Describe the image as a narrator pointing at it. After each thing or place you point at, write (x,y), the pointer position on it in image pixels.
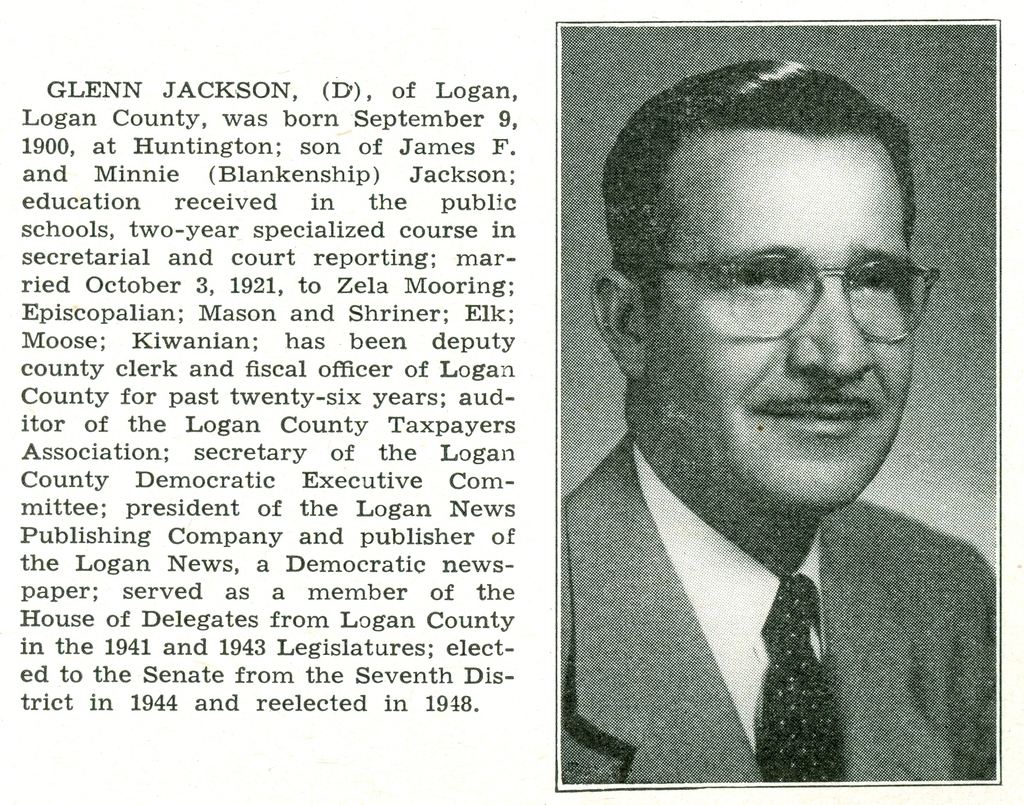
In this image I can see a newspaper article (555,411) and to the right side of the image (852,330) I can see a picture (828,407) of a person (762,389) wearing white shirt (702,566), tie (768,644), blazer (696,667) and spectacles (863,289).
